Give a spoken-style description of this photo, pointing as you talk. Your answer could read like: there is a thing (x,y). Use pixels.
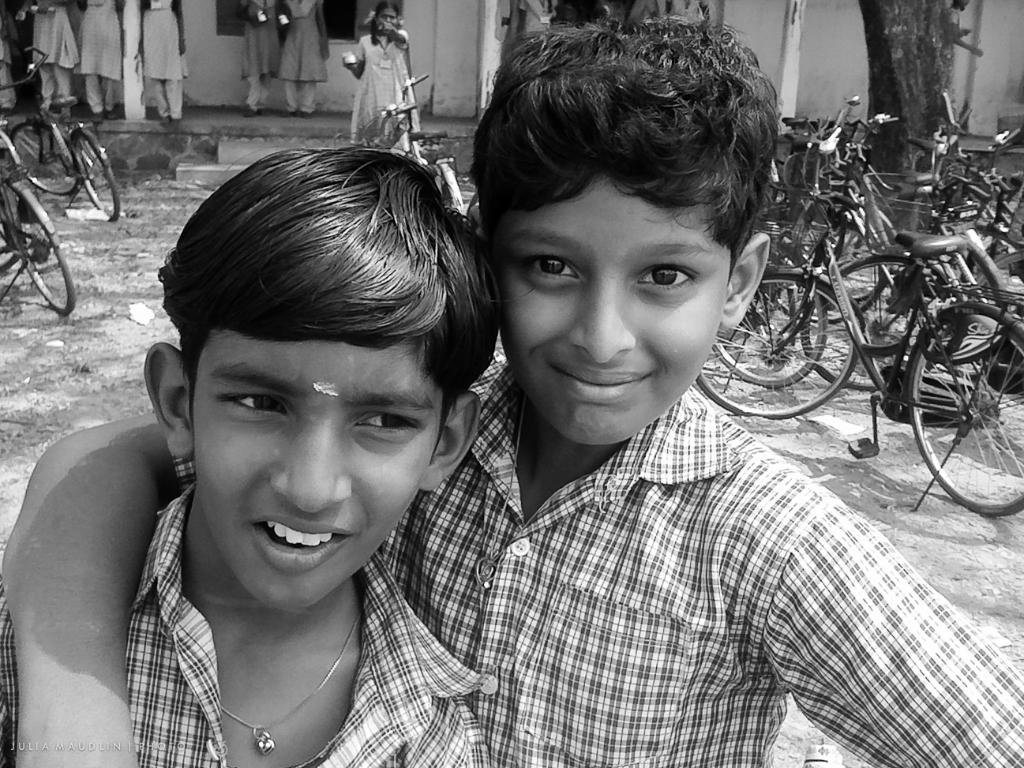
This is a black and white picture. In the background (467,37) we can see wall (827,37), and people (114,26) standing. These are bicycles (791,184). Here we can see two boys (253,530) in a uniform (439,517) and they both are smiling.
